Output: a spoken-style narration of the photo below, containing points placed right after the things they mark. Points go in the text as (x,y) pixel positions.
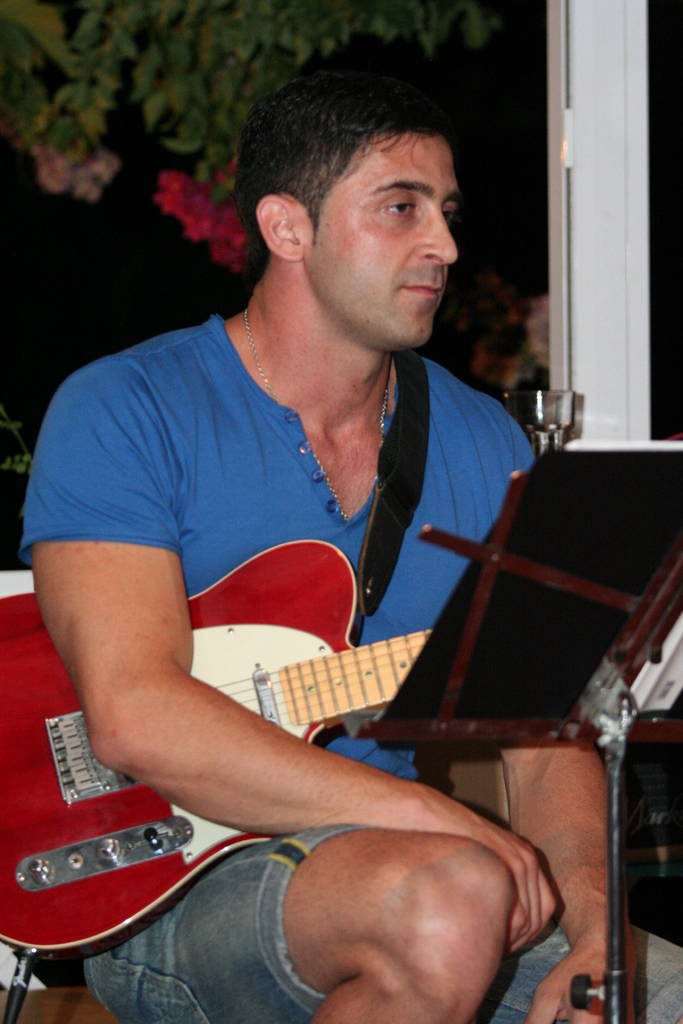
In this image there is one person (371,433) who is sitting and he is holding a guitar (234,663) in front of him there is one board (590,602) on that board (603,460) there are some papers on the background (148,56) there are trees (183,35) and on the right side (593,132) there is one door (563,251).
